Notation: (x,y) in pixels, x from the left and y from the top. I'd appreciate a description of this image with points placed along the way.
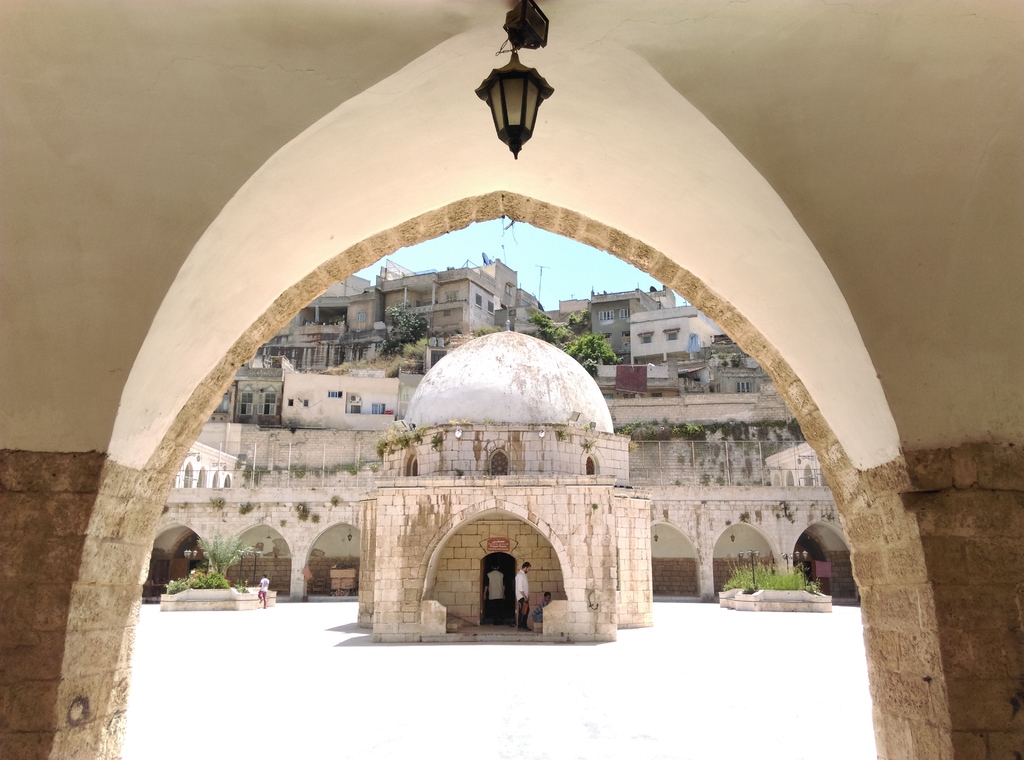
In front of the image there is a wall (841,302). There is a light (519,1). In the center of the image (483,474) there are people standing under the building (496,538). There are plants (769,578). There are light poles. In the background of the image (710,572) there are buildings (604,320), trees (404,338) and sky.
